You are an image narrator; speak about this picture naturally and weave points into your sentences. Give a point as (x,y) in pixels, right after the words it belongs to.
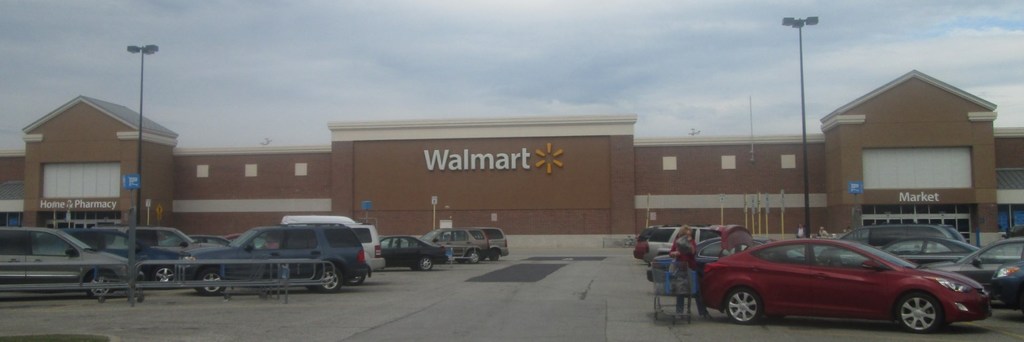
In this image on the right side (779,265) and left side (333,249) there are some vehicles (302,251) and one person (685,243) is standing, beside her there is a shopping cart (663,269) and in the background (737,206) there is a building (810,165), poles (806,147) and light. And at the top of the image (618,70) there is sky (488,77), at the bottom (442,308) there is a walkway (442,308) and on the left side (131,284) there is a railing (208,282).
